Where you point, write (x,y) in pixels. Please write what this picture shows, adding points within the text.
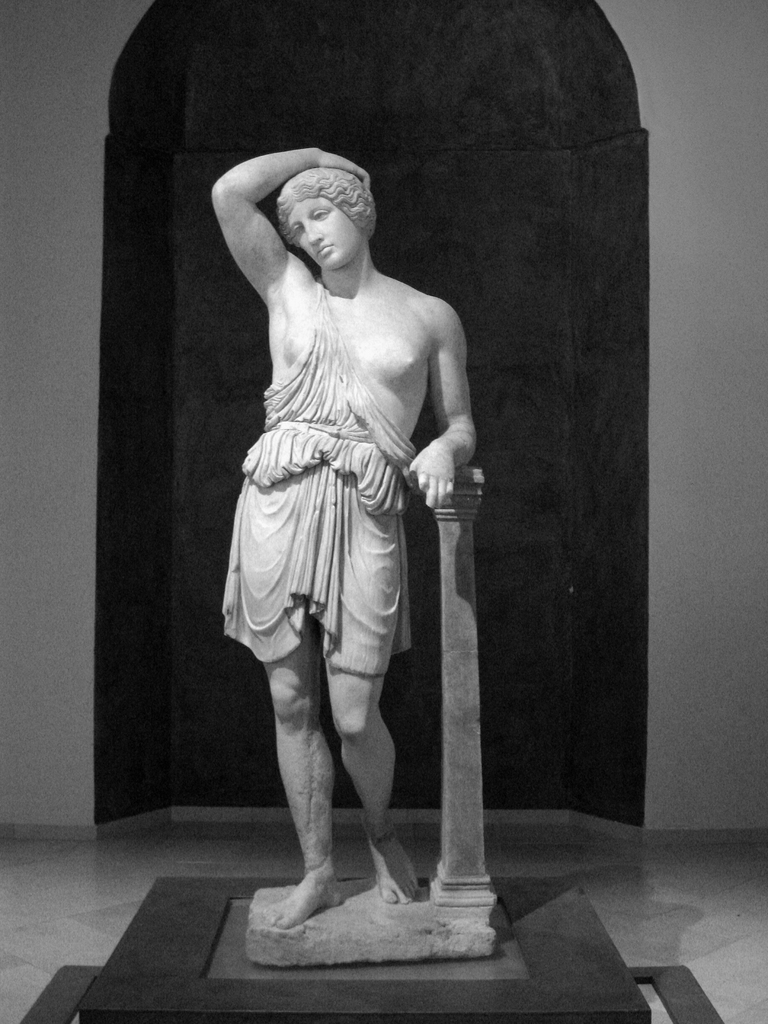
In this image in the center (402,507) there is a statue (380,487). In the background (256,664) there is a wall (58,509).
